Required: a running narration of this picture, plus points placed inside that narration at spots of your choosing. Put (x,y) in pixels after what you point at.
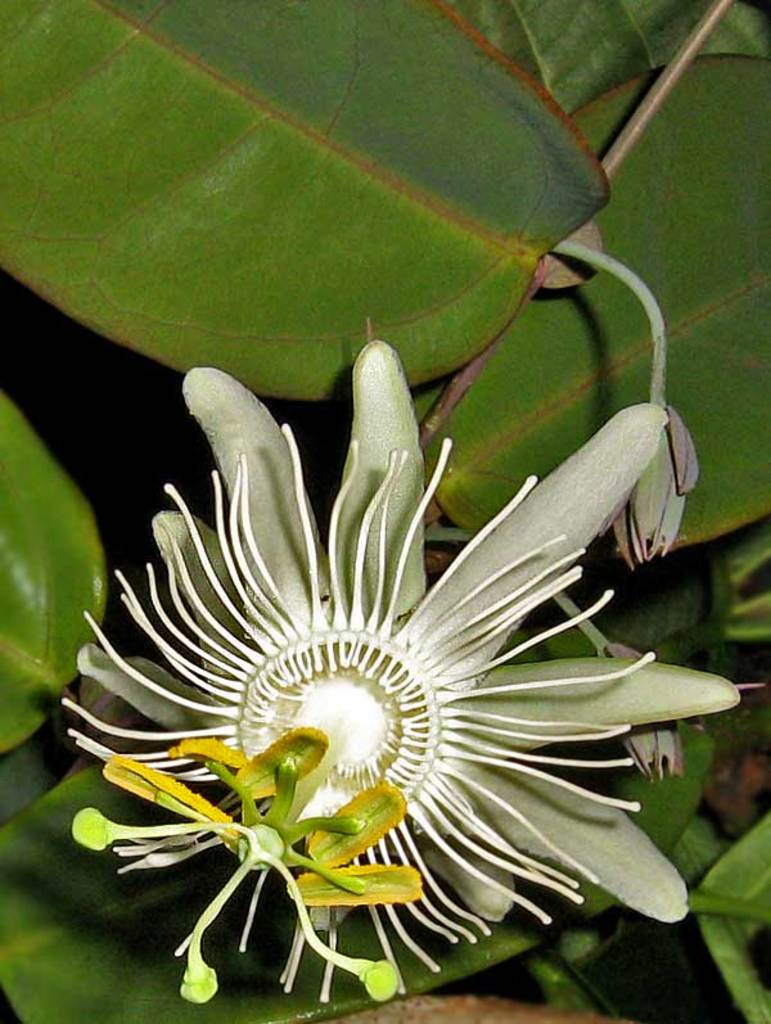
In this image we can see a flower (466,618), buds (658,736) and leaves (688,791).
